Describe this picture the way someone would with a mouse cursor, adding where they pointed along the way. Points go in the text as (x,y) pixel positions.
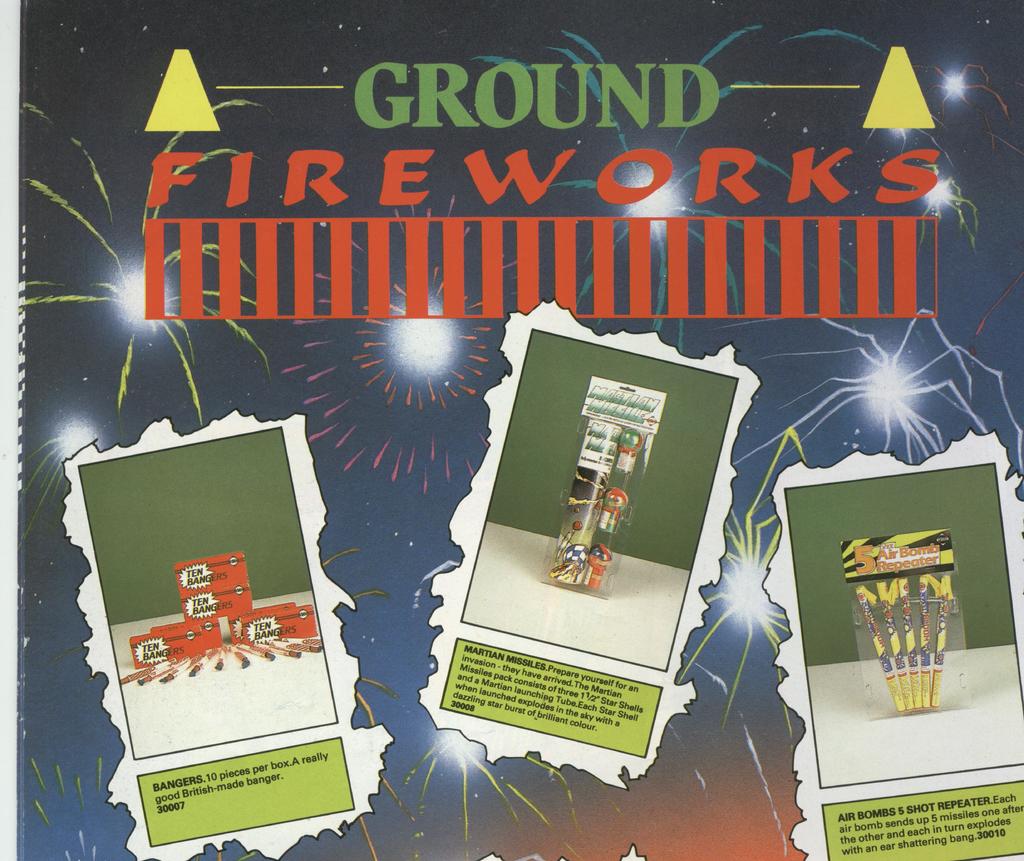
This is a poster (463,281) and here we can see some text (409,122) and images (540,399) of crackers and boxes (217,637).
